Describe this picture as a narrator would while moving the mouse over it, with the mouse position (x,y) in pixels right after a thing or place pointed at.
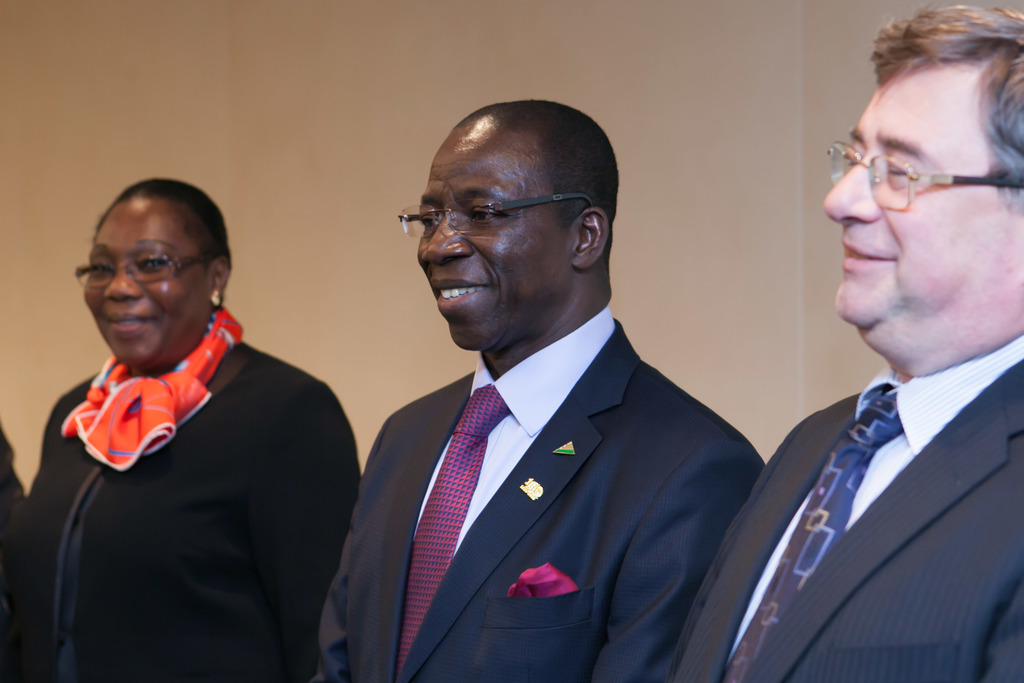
On the left side (174,466), there is a woman (215,345) in black color dress (228,421), smiling and standing. On the right side (845,492), there are two men (609,621) who are in suits (606,362), smiling and standing. In the background (266,43), there is wall (326,73).
